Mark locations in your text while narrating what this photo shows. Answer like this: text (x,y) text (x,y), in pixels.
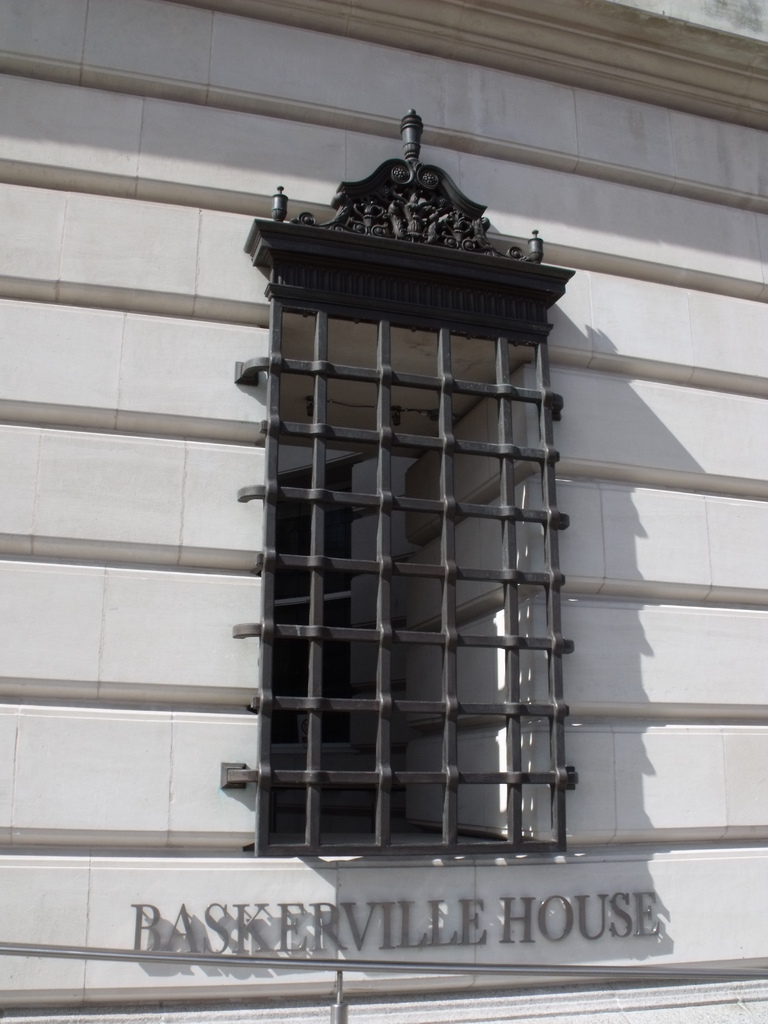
In this image we can see a wall (359,883). There is a window (514,566). There is some text (286,925) on the wall (672,913) in the image.
